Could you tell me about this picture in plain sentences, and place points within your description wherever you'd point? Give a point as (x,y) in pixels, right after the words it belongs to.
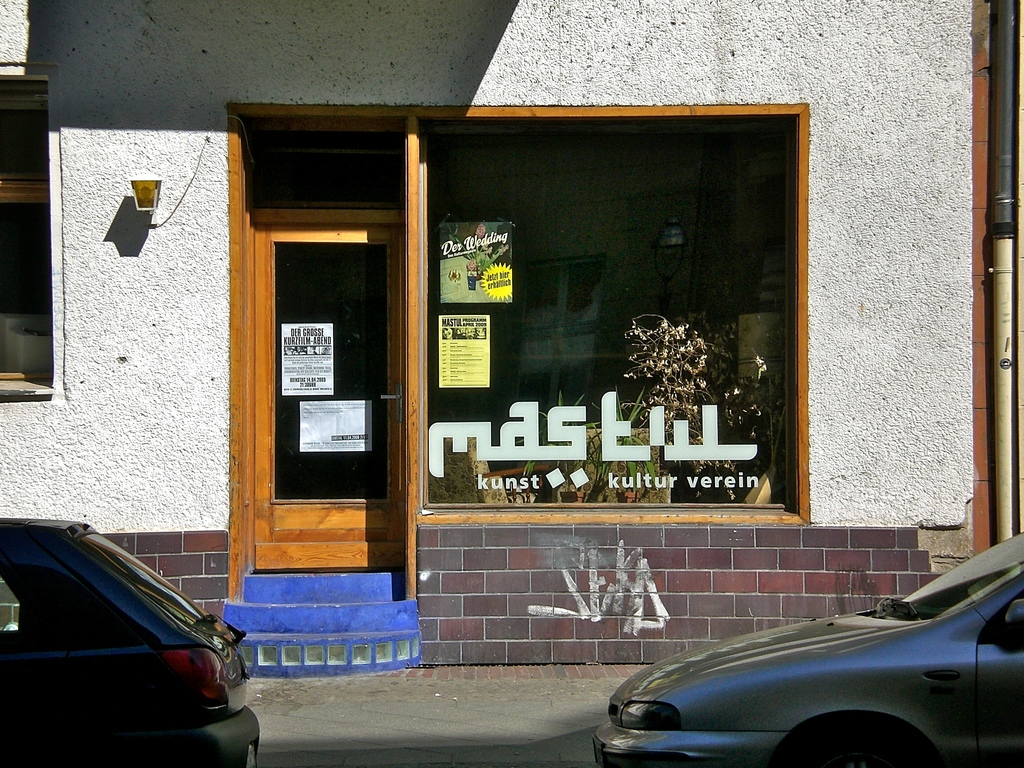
In this image I can see two cars (142,683) on the road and a building (899,242) which is white in color. I can see the door (304,552) of the building (324,513) which is brown in color and two posters (325,410) attached to the door (310,522). I can see the glass window (559,289) of the building (512,276) to which I can see few poster (493,284) and through the window (583,389) I can see few plants (650,371) and few other objects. To the right side of the image (1008,441) I can see a pipe (997,454).
